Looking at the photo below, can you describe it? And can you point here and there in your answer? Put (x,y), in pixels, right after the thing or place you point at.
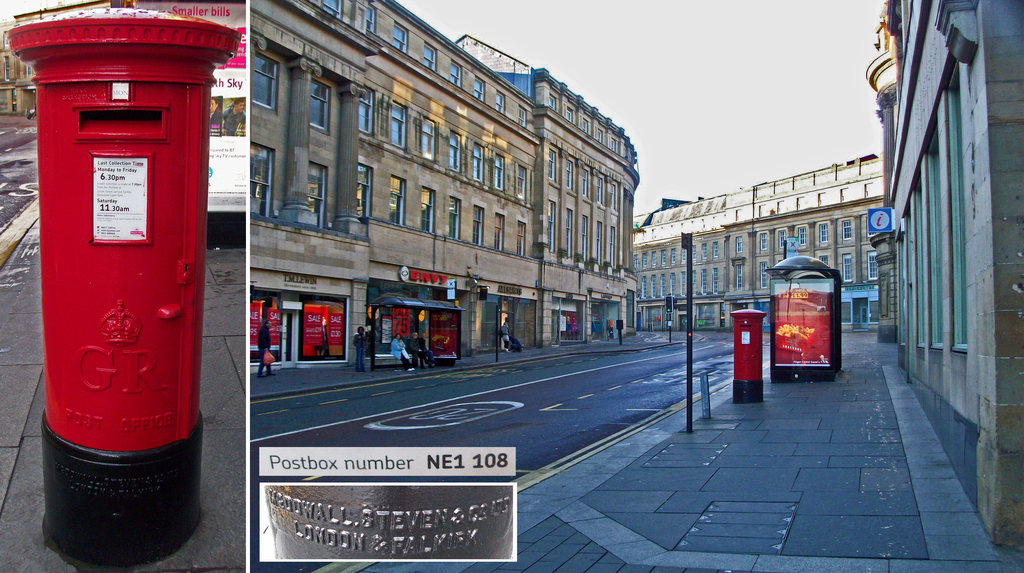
In this image there is collage of 2 images. On the right side (714,242) there are buildings (624,249), there are persons (391,350) sitting and walking and there is a post box (749,360) which is red in colour. On the left side of the image (120,261) there is a post box (137,328) which is red in colour with some text (133,185) written on it and in the background (23,107) there is a building (14,72) and there is a board (223,148) with some text (219,151) written on it and on the right side of the image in the front (407,470) there is a box (379,513) with some text (396,523) written on it.
